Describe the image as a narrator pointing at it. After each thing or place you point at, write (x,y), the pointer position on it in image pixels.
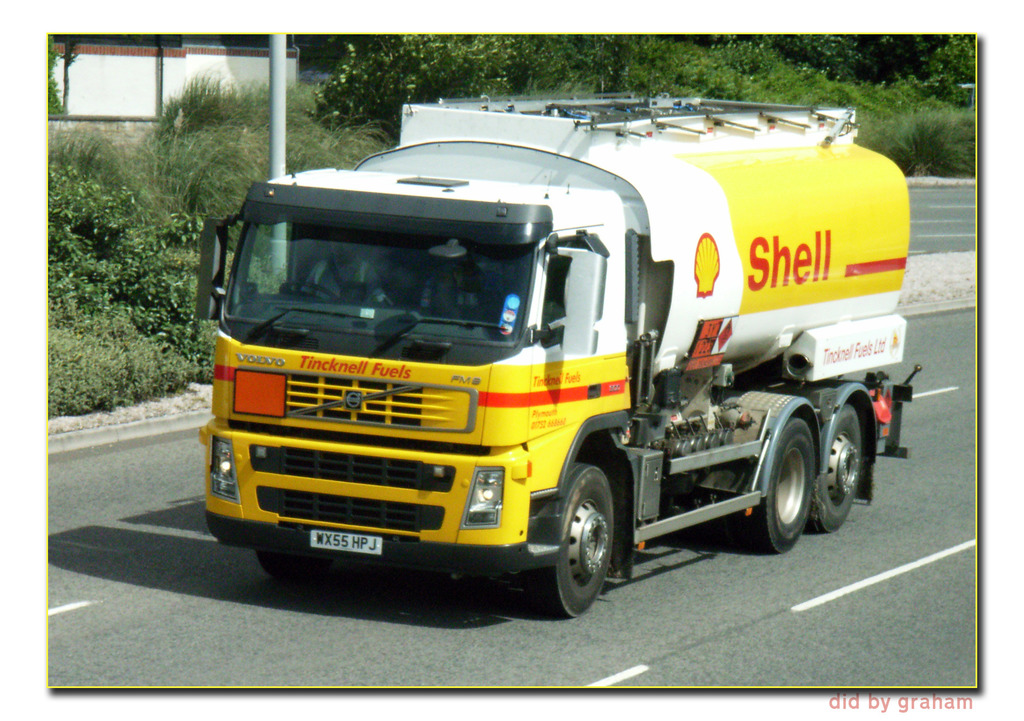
In this picture we can see a person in the vehicle (224,470). This vehicle (229,455) is on the road (135,565). We can see a text (875,699) in the bottom right (900,711). There are plants (97,214), some grass (169,163), a pole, trees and a building (94,52) in the background (84,71).
